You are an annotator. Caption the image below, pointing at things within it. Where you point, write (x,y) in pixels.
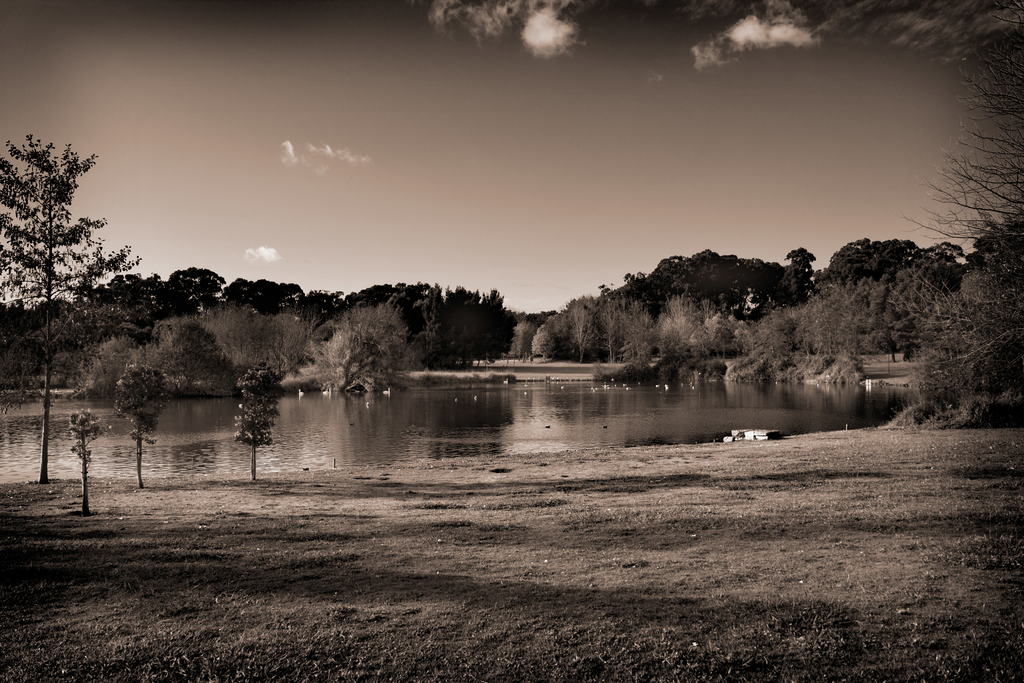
This is a black and white image, where we can see trees (263,415), lake (516,418), ground (691,448), sky (402,172) and the cloud (336,161).
